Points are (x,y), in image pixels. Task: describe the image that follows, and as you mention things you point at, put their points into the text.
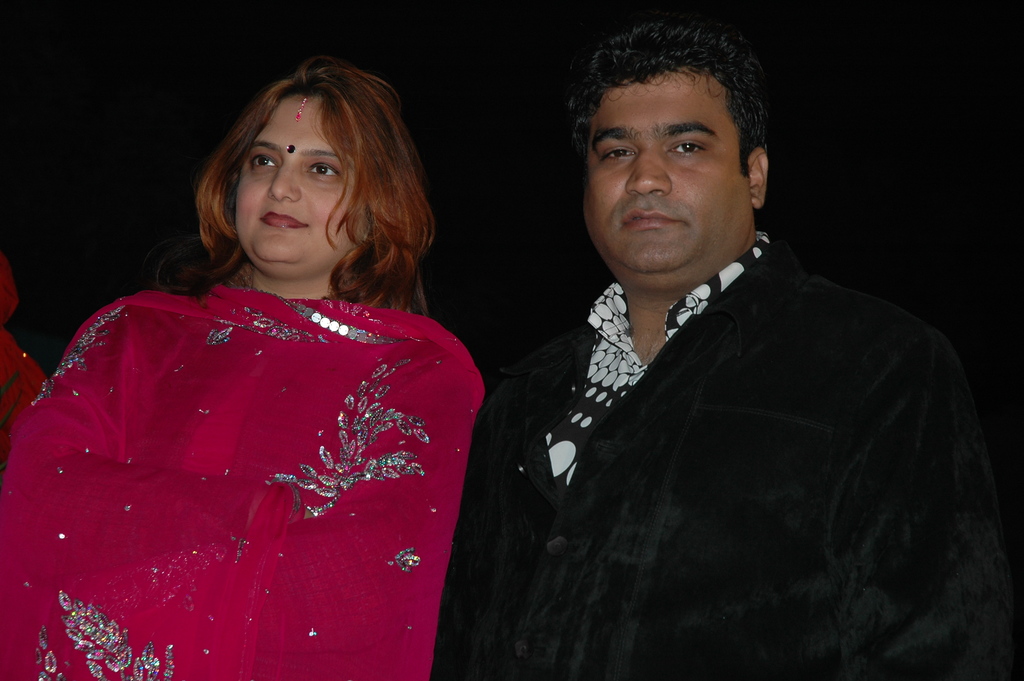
In this image there is a man (517,610) and woman (241,495) standing together.
